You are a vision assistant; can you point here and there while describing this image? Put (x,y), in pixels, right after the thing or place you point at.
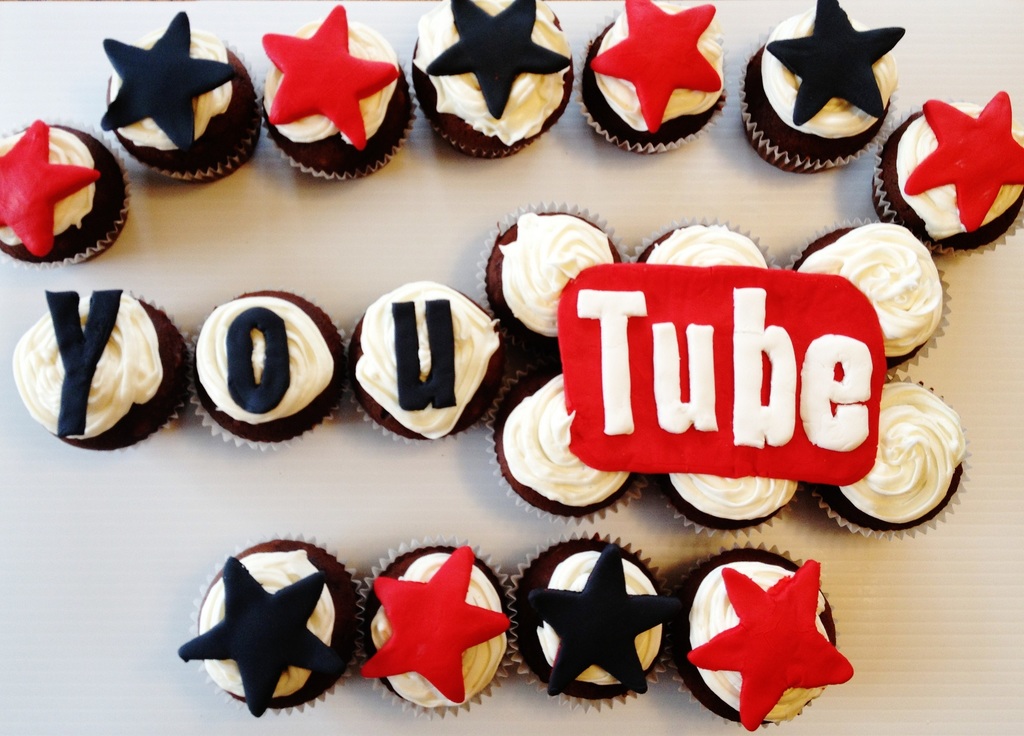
In this image there are some food items (534,394) kept in a order and as we can see there is some text (664,380) written at right side (780,433).
